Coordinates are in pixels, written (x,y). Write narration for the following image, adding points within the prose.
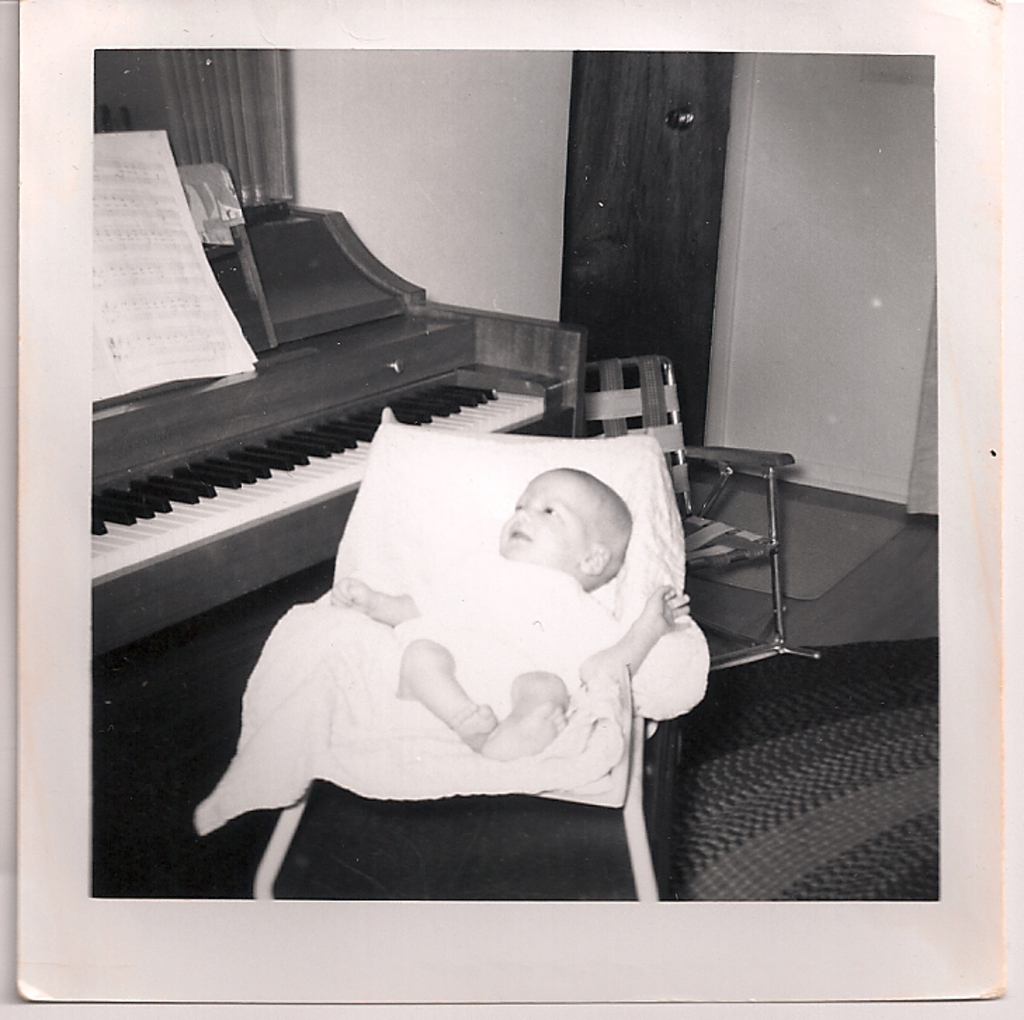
In the center (475,600) we can see baby (503,682) sitting on chair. Coming to back we can see keyboard (317,433), paper (133,315), chair (669,439), door (635,319), wall (426,126) and curtain (257,123).
